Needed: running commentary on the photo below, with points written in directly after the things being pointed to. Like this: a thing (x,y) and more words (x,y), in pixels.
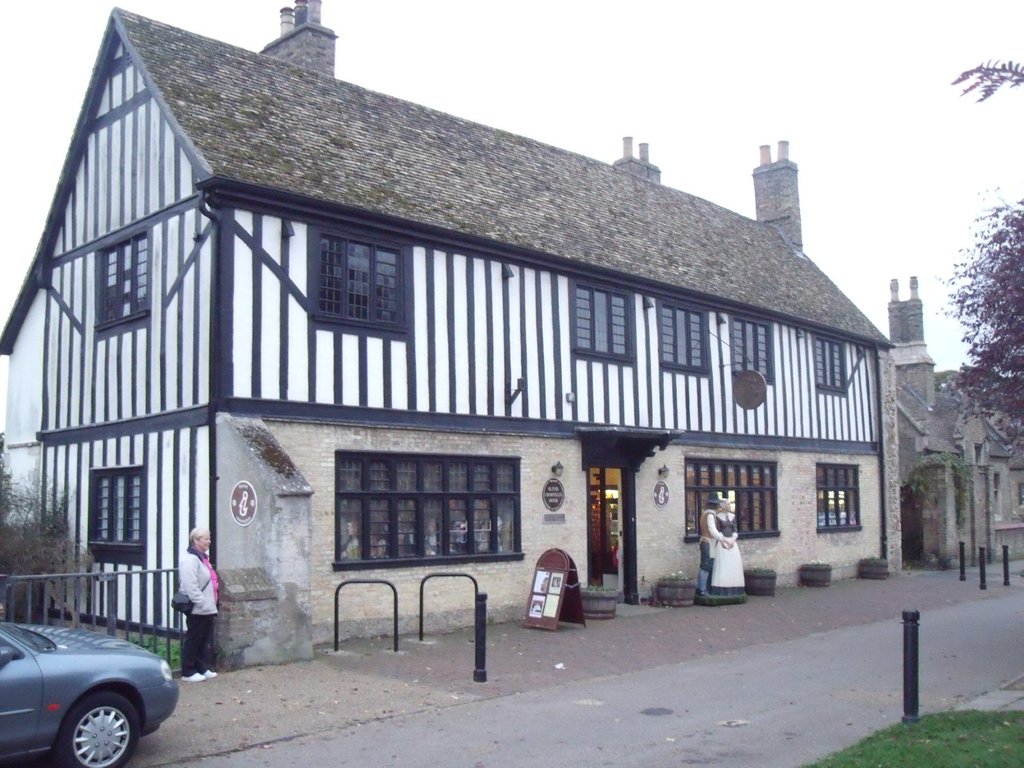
In this image there is the sky (755,76), there are buildings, there is a building (947,474) truncated towards the right of the image (971,421), there are windows (503,499), there are objects (550,494) on the building (515,500), there are objects (800,573) on the ground (701,642), there is a board (550,589), there are papers (546,590) on the board (564,589), there is a person (198,595) standing and wearing a bag (186,600), there is a fencing (173,589) truncated towards the left of the image (71,604), there is a tree (44,535) truncated towards the left of the image (43,548), there is a car (58,649) truncated towards the left of the image (83,680), there is the road (839,663), there is a tree (982,263) truncated towards the right of the image (996,343), there is grass (962,735) truncated towards the right of the image (978,742), there is a statue (712,539) of a person (738,564).
